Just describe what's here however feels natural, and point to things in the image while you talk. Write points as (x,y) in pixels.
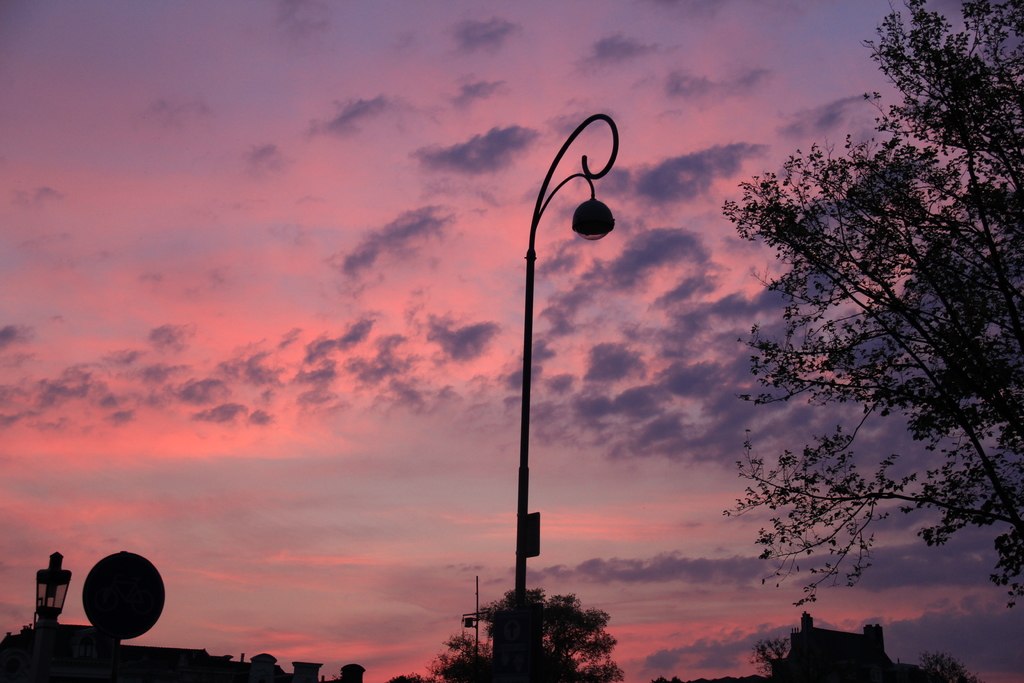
In the foreground of this image (509,648), there are sign boards (100,616), poles (524,553) and a tree (948,351) on the right (948,401). In the background (961,651), there are few trees (755,652), buildings (831,641), sky (418,440) and the cloud (394,344).
